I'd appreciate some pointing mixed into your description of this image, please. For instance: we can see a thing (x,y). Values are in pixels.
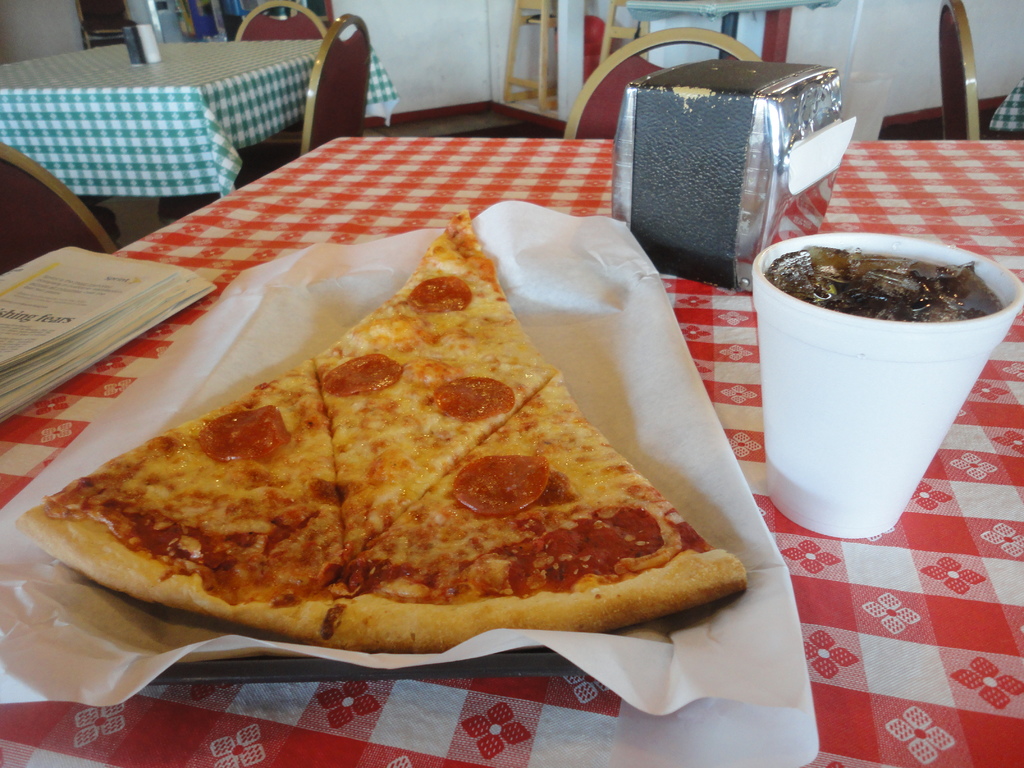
In this image I can see the food (580,417) and the food (580,417) is in cream and red color and I can also see the glass (847,374) and the glass (831,334) is on the table (399,175). Background (461,23) I can see few chairs (50,196), papers (198,276) and few wooden objects (518,10) and the wall (454,54) is in white color.
